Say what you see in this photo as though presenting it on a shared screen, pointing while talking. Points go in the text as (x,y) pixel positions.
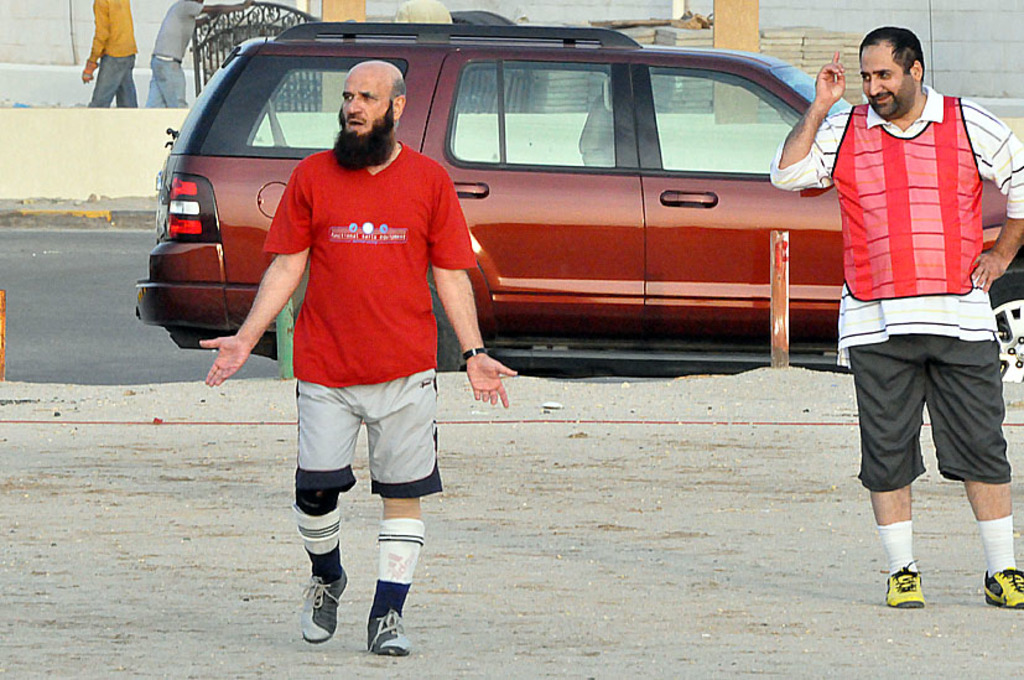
In this image, we can see people (351,329) and in the background (447,129), there is a vehicle (208,219) on the road (60,340) and we can see some poles (772,318), a gate (261,35), some stones (783,46), pillars (355,11) and some other people (126,54) and there is a wall (69,77) and we can see a rope (754,424) on the ground (569,582).
